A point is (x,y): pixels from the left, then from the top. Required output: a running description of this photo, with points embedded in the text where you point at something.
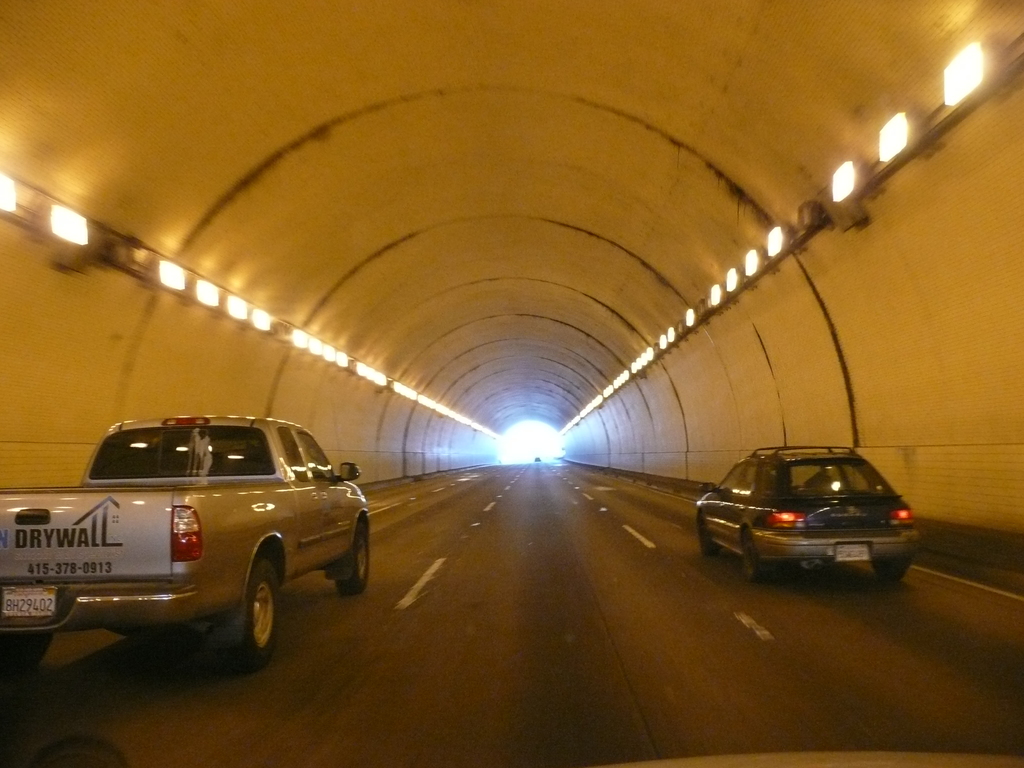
Here in this picture we can see a car (712,521) and a truck (238,497) present on the road (719,569) and we can see this picture is in the tunnel (751,380), in which on either side we can see lights (418,400) present all over there.
